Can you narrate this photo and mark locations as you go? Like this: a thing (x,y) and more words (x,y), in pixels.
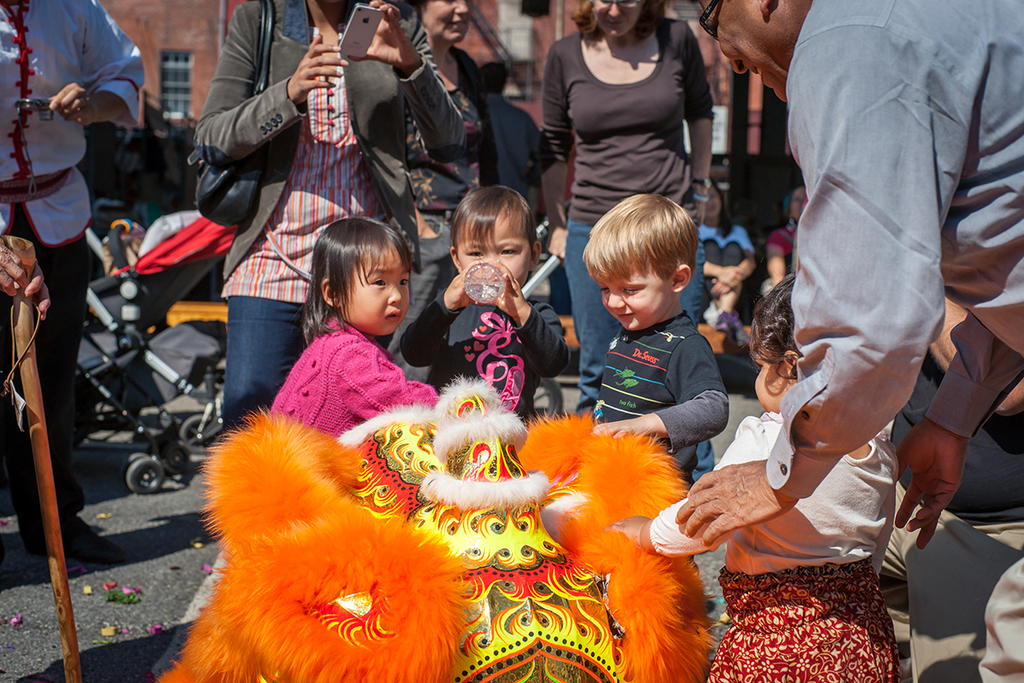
In this image on the right (942,192), there is a man (941,145), he wears a shirt (936,129), he is holding a baby (835,558). In the middle (372,403) there are three children (531,385). On the left (298,148) there is a woman (292,130), she wears a jacket (278,89), trouser (242,373), handbag (244,187), she is holding a mobile (360,53) and there are some people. In the background (113,153) there are some people (727,266), buildings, vehicles (149,328), road (177,500), window (172,59) and wall (178,46).
